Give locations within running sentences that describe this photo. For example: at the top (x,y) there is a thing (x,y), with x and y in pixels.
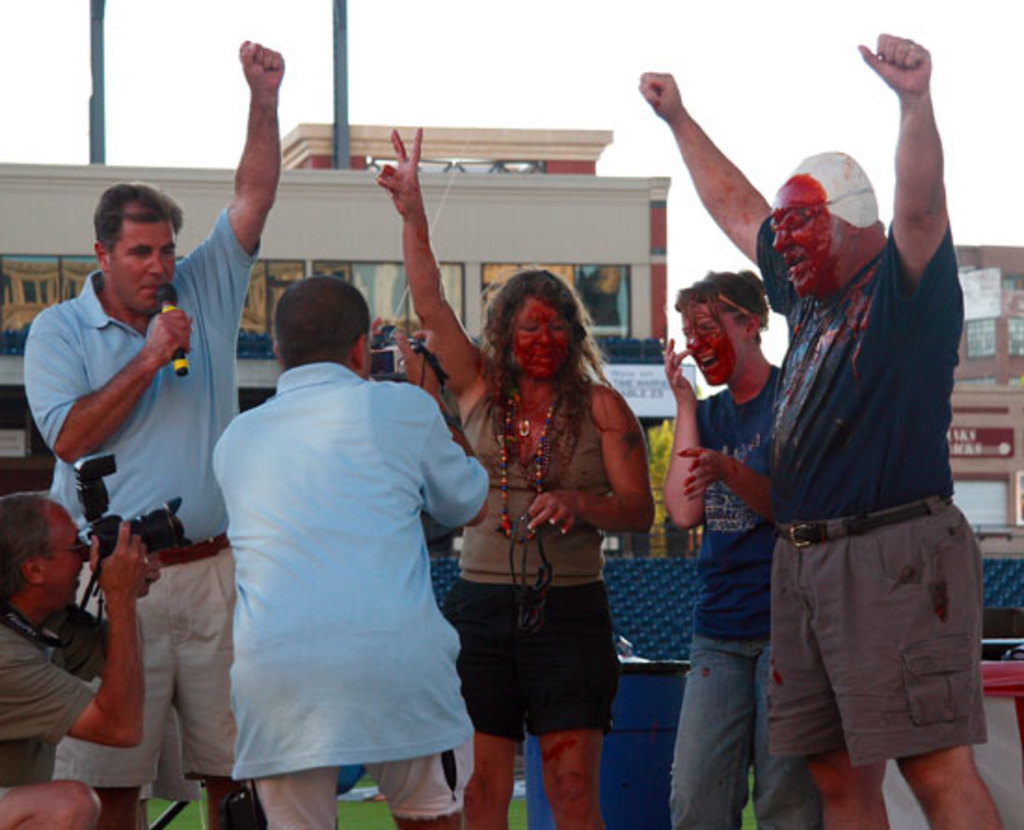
In the center of the image (575,461) we can see a few people (508,393) are standing. Among them two persons (404,564) are holding cameras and one person (158,389) holding a microphone (171,303). And we can see few people (612,432) are smiling. In the background (652,376), we can see the sky (532,32), clouds (588,53), buildings (977,267), banners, one barrel (682,671), one table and a few other objects (1017,647).
